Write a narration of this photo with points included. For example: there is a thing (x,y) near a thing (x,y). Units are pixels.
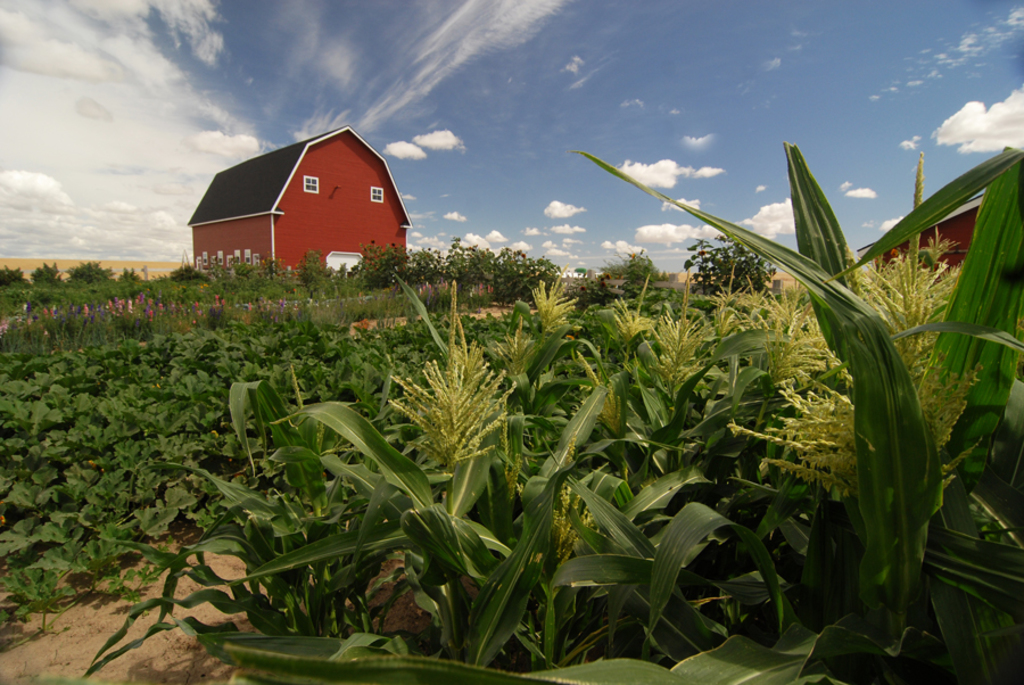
In this image we can see creepers (6,560) on the ground (182,594), plants (665,424), trees (482,274), building (341,218) and sky (404,81) with clouds (156,122).
